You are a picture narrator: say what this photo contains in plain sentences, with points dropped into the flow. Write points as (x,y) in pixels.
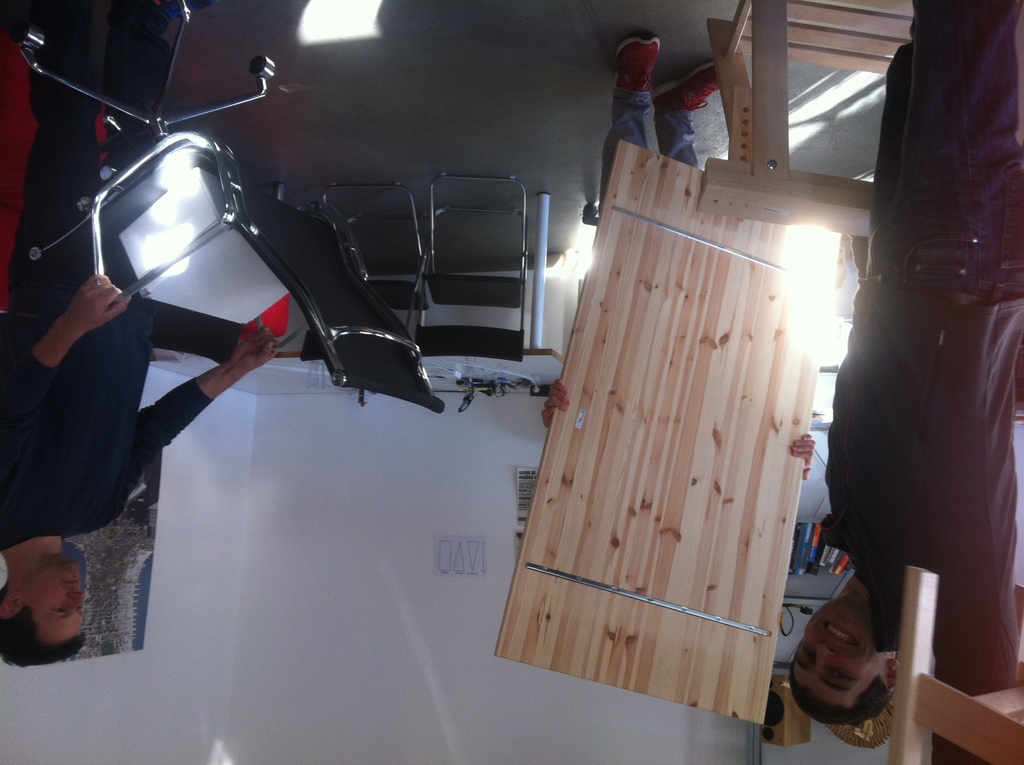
These two persons (92,327) are standing. This person (125,407) is holding a chair (205,311). Far another person (641,112) is standing and holding this board (592,475). A poster (103,576) and picture (461,554) on wall (387,529). This cupboard (815,523) is filled with books (835,563) and speaker (787,702). This man (886,563) is smiling.
